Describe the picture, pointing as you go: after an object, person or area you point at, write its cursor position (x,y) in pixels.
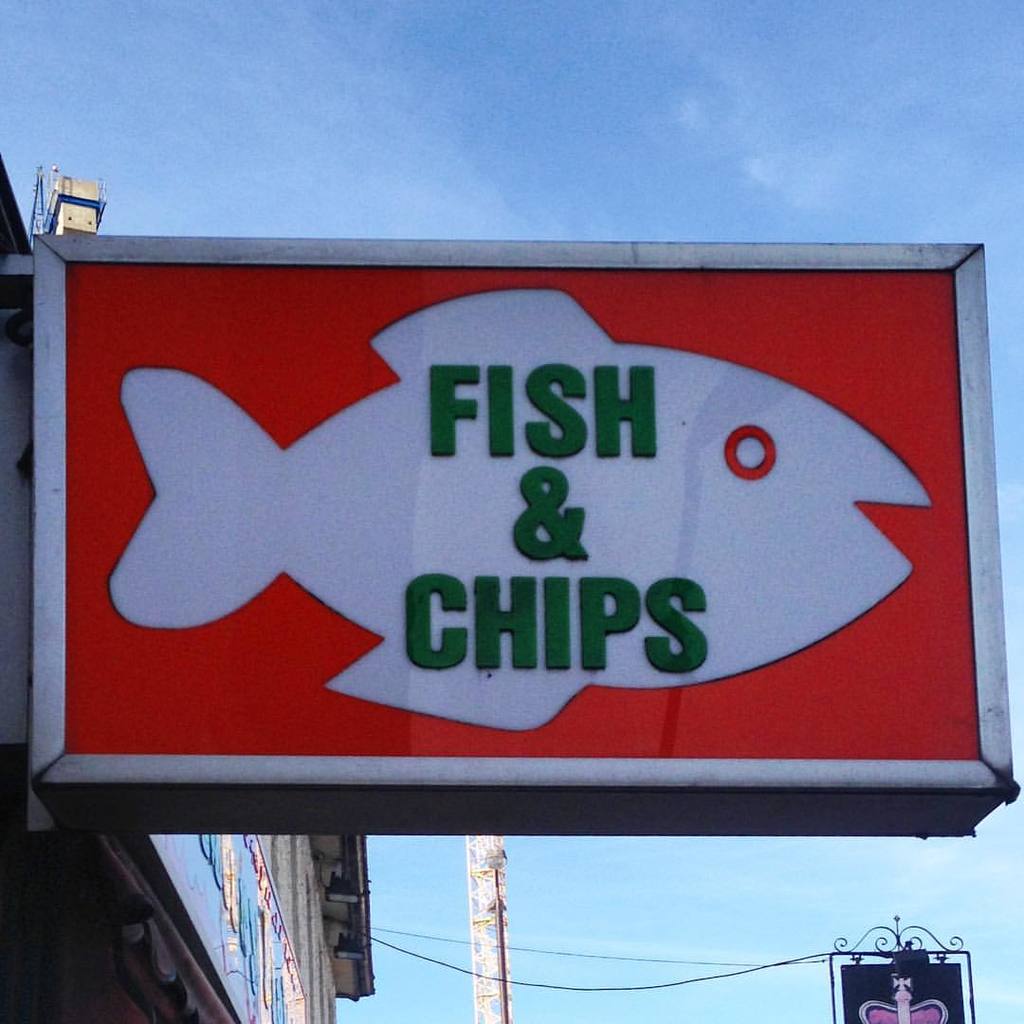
In this picture, we see a hoarding board (185,489) in white and red color and we see some text (473,491) written as "FISH & CHIPS". Behind that, we see a building (227,882) and a pole (498,923). In the right bottom (941,968), we see a board (866,973) in black and pink color. In the background (613,880), we see the sky (428,224), which is blue in color.
